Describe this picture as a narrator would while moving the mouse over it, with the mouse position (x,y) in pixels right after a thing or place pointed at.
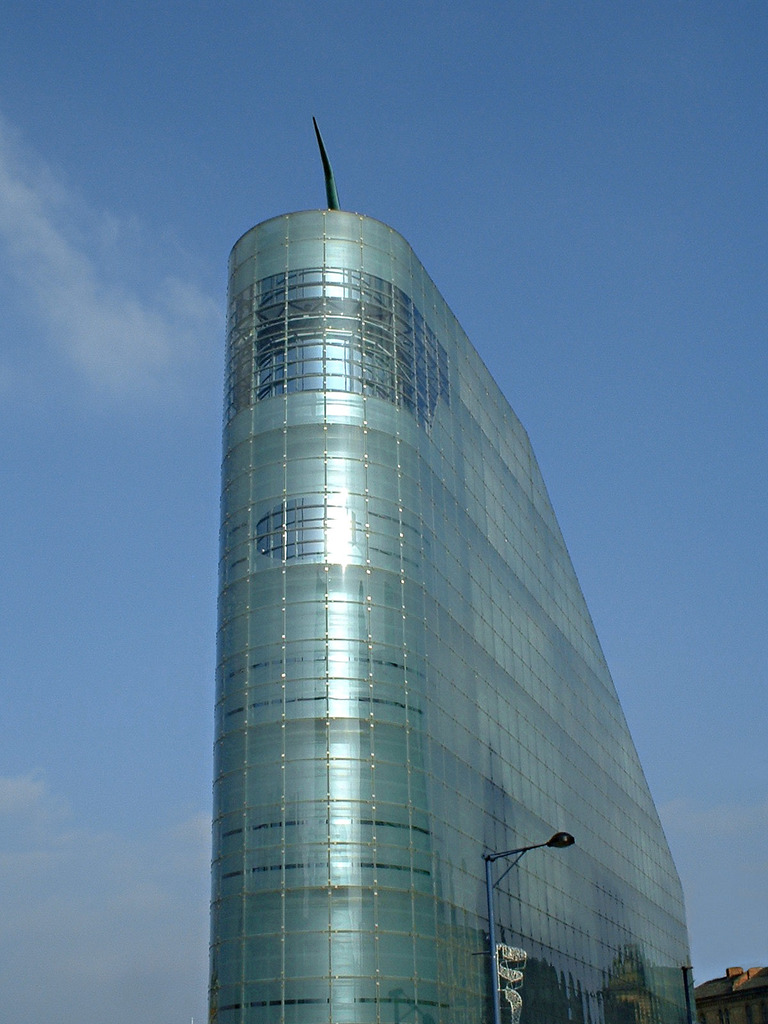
This image is taken outdoors. At the top of the image (60,199) there is the sky (97,364) with clouds (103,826). In the middle of the image (337,618) there is a skyscraper (353,716) and there is a pole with a street light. On the right side of the image (740,988) there is a building (743,992).
